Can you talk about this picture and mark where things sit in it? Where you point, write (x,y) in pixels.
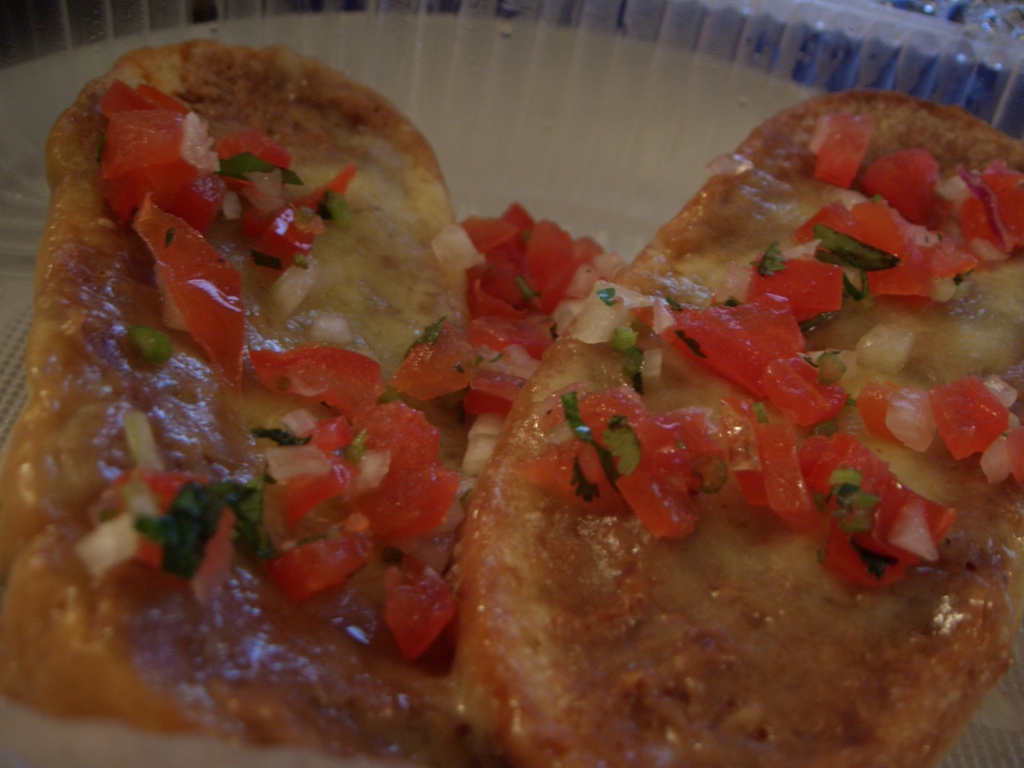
In this picture we can see some food (622,488) here, there are some pieces of onion (374,456) and tomato (481,287) here.
